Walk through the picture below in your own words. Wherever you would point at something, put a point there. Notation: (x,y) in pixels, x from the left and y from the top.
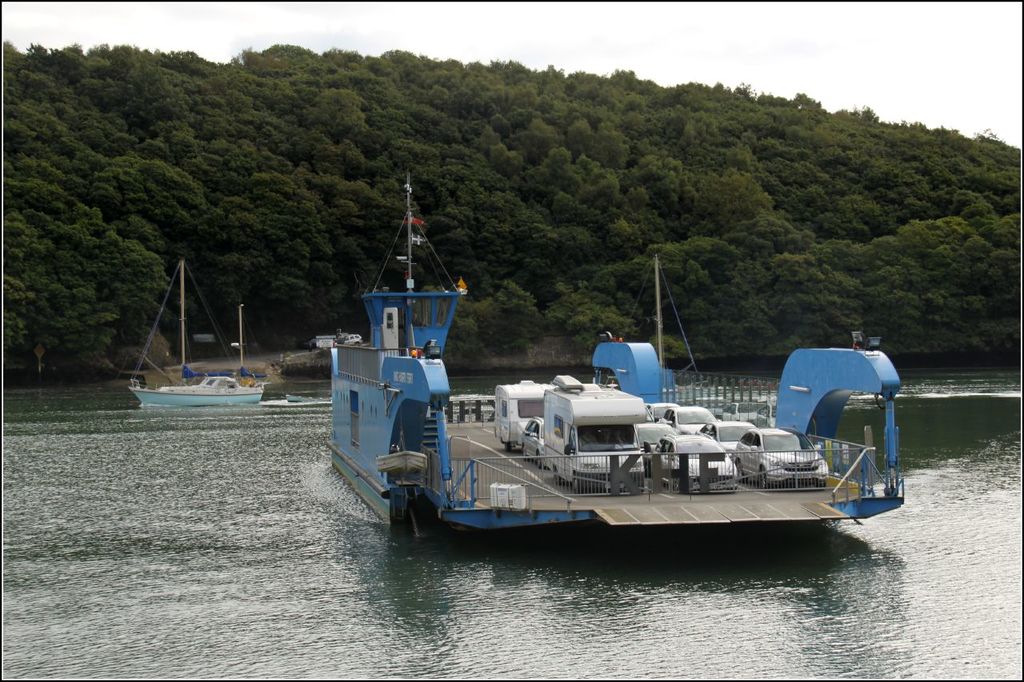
In this image I can see two boats (258,402) on the water (335,480). In the front of the image (396,401) I can see number of vehicles (641,450) on the boat (638,520). In the background (97,262) I can see number of trees (528,175) and on the top side of the image (952,79) I can see the sky (948,65).
